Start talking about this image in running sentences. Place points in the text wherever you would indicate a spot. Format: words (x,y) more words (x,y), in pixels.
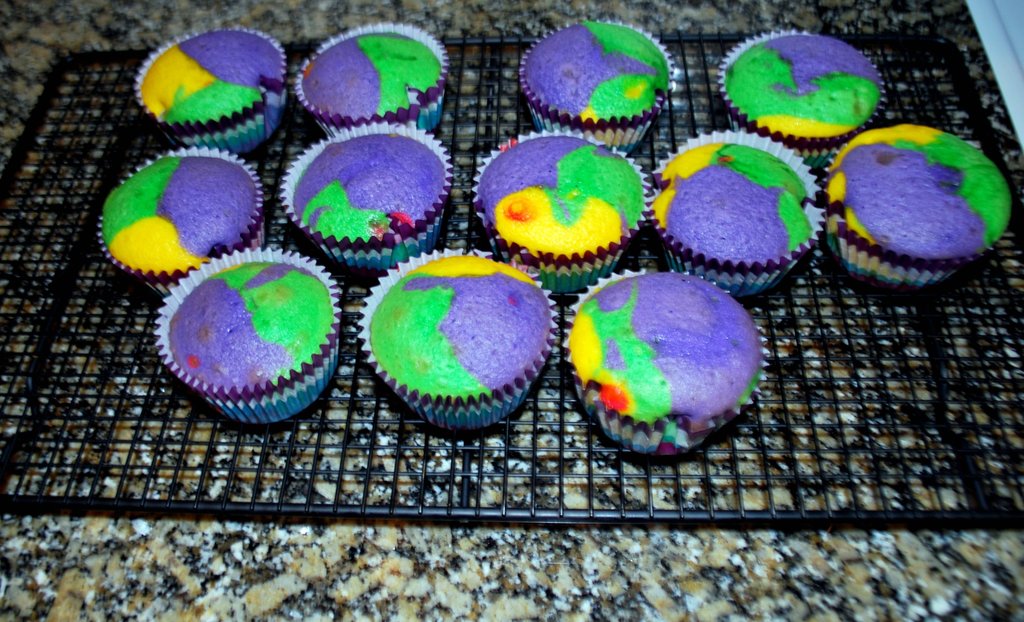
In this picture we can see cupcakes (397,97) on this black color stand (533,497). Here we can see granite floor (644,560). On the top right corner (1011,52) there is a white color wooden wall (1017,67).
